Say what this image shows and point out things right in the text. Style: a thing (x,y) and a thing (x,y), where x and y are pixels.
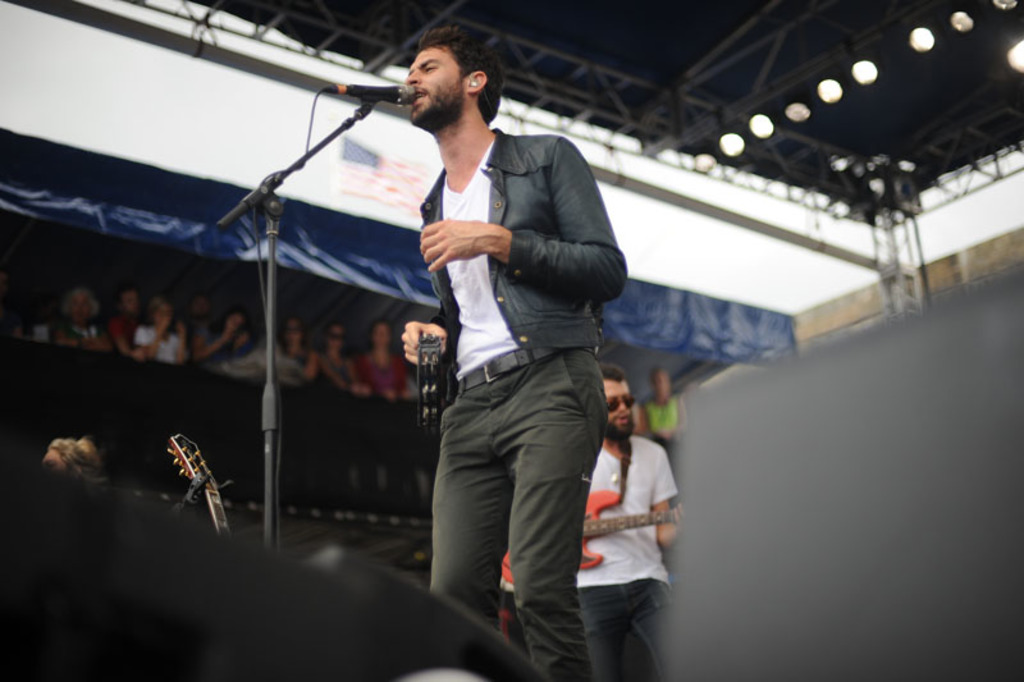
In the image there is a man (449,210) in jacket (527,261) singing on mic (410,93) on the stage (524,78), behind him there is a man (624,485) playing guitar (596,514), there are lights (827,100) over the ceiling (944,82), on the left side (143,243) it seems to be a tent (363,254) with a flag (396,197) above it and over the top it's sky (145,104).
